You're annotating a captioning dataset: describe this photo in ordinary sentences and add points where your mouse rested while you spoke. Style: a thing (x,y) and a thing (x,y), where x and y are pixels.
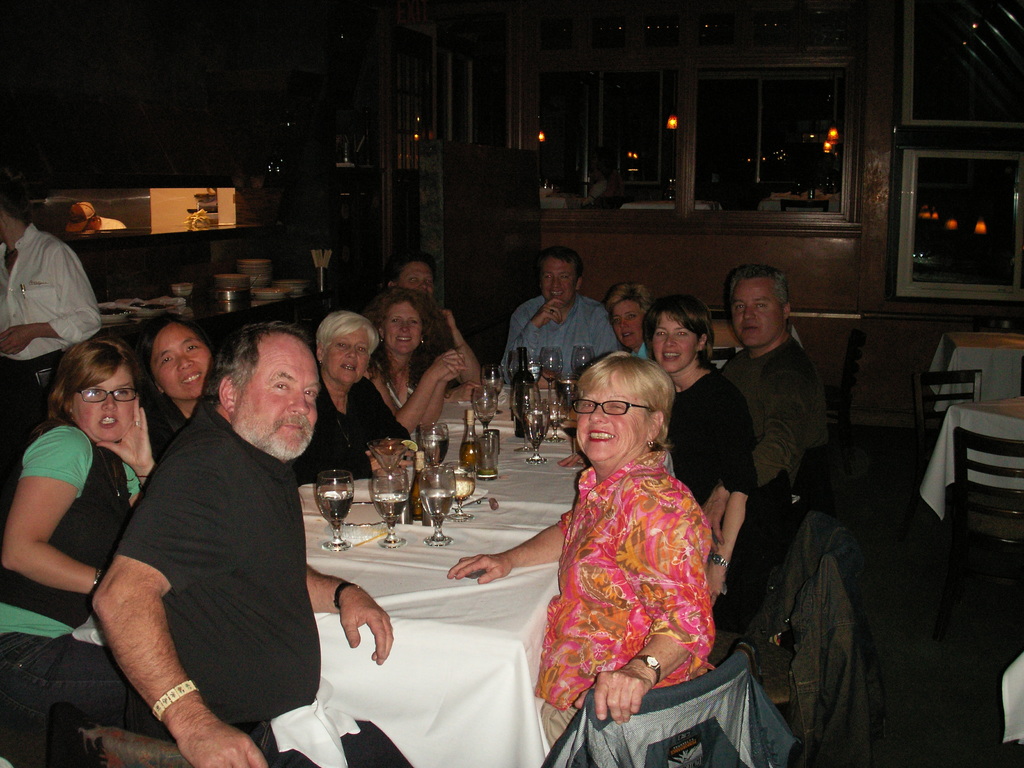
There are group of people (194,490) sitting around a dining table (409,603) on which there are some wine glasses (437,437). They all are looking at a camera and smiling. They are located in restaurant (274,218) which is dark.
